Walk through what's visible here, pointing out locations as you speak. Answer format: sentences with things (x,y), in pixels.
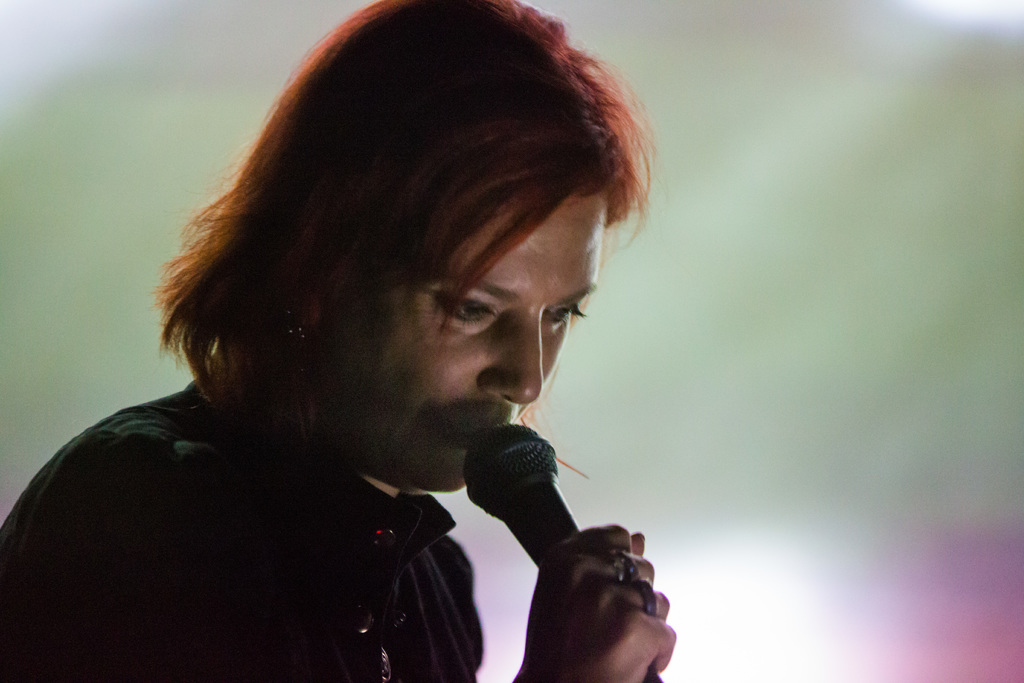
Here in this picture we can see a woman (458,220) present over a place (499,649) and singing a song with a microphone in her hand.
